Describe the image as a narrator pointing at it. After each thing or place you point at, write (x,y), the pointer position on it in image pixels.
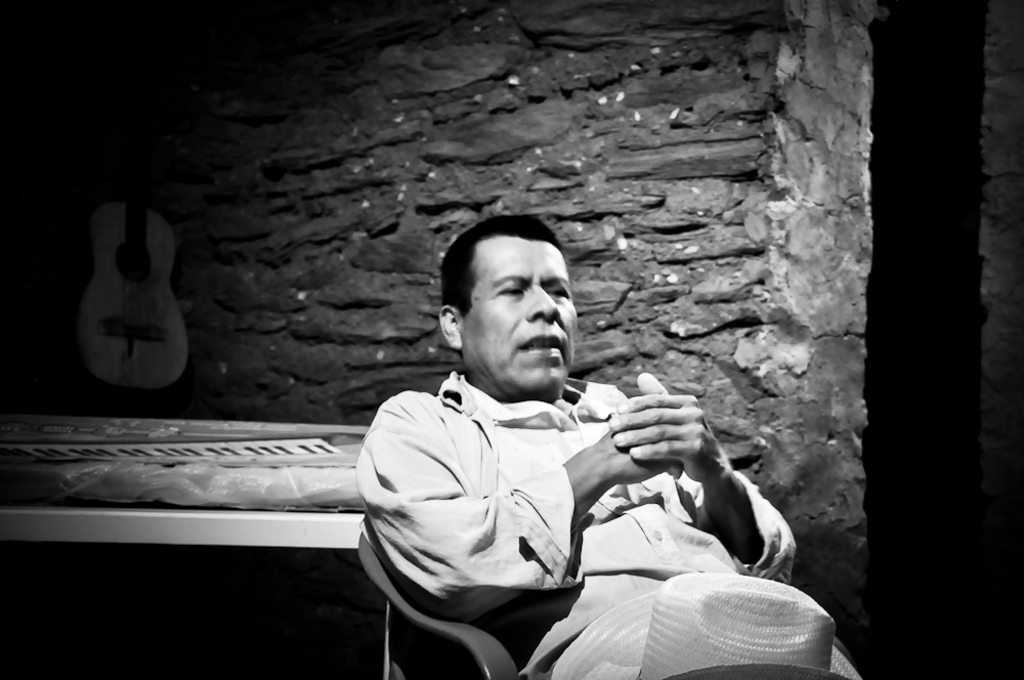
This is a black and white image. In the center of the image (443,384) we can see a man (701,414) is sitting on a chair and also we can see a hat (788,617). In the background of the image (1019,313) we can see the wall (624,290), guitar (101,298), table (285,515). On the table (362,531) we can see a plastic cover (220,482) and paper (99,457).
